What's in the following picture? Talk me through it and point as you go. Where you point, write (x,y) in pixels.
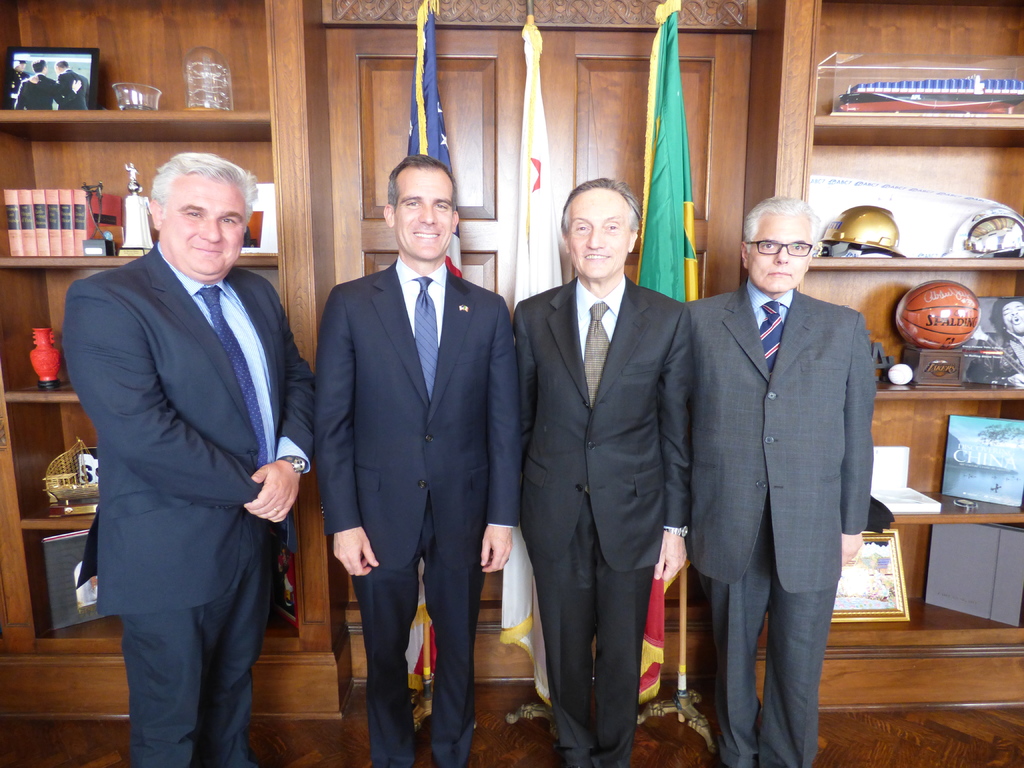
In this image I can see four persons (443,388) standing. There are flags (672,101) with poles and there is a door (591,149). There are two wooden shelves (233,114) on either side of the door (443,95). There are books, photo frames (43,100), helmets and some other objects (920,189) in the racks (39,399) of the shelves (935,163).
